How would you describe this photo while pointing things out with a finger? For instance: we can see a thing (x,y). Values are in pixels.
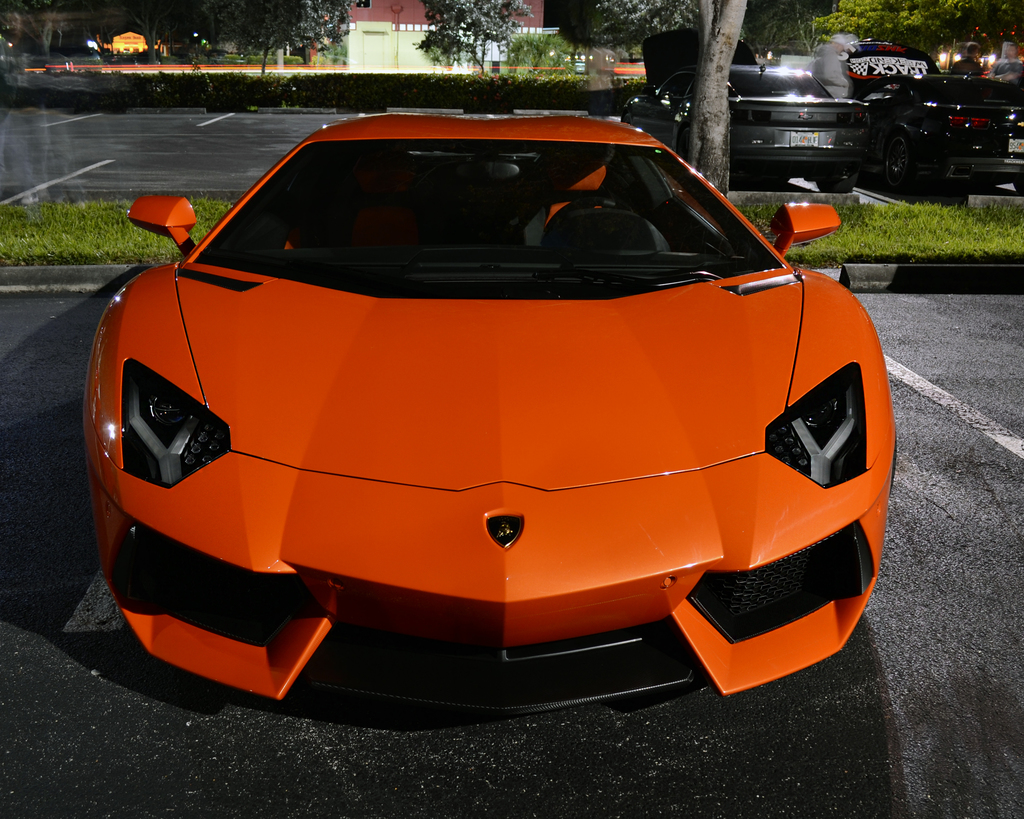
In the center of the image (475,488) we can see a car (573,435) which is in orange color. At the bottom (474,771) there is a road (512,734). On the right (950,142) there are cars (838,126), trees (768,40). In the background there is a building (368,45).
